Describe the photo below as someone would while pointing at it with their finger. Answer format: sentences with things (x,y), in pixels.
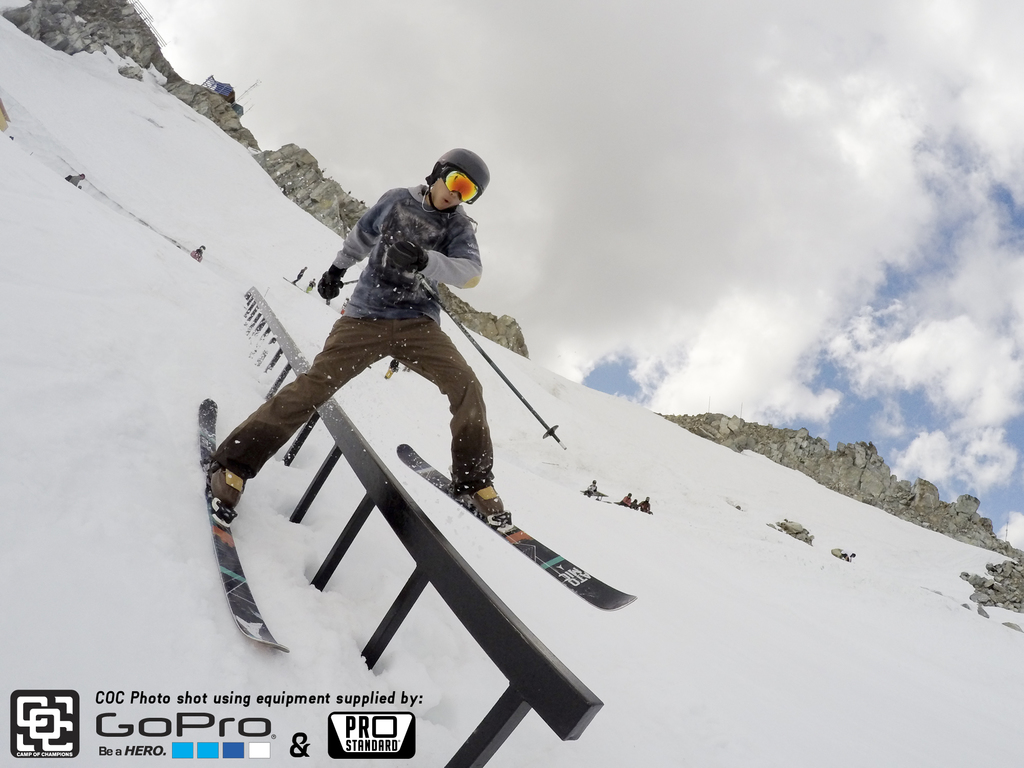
Here we can see a person (429,180) skating on the ice (206,395) with ski boards (207,408) on his legs (483,483), behind him we can see people (301,270) here and there, the hill (616,492) is snowy and the sky (487,86) is cloudy.
